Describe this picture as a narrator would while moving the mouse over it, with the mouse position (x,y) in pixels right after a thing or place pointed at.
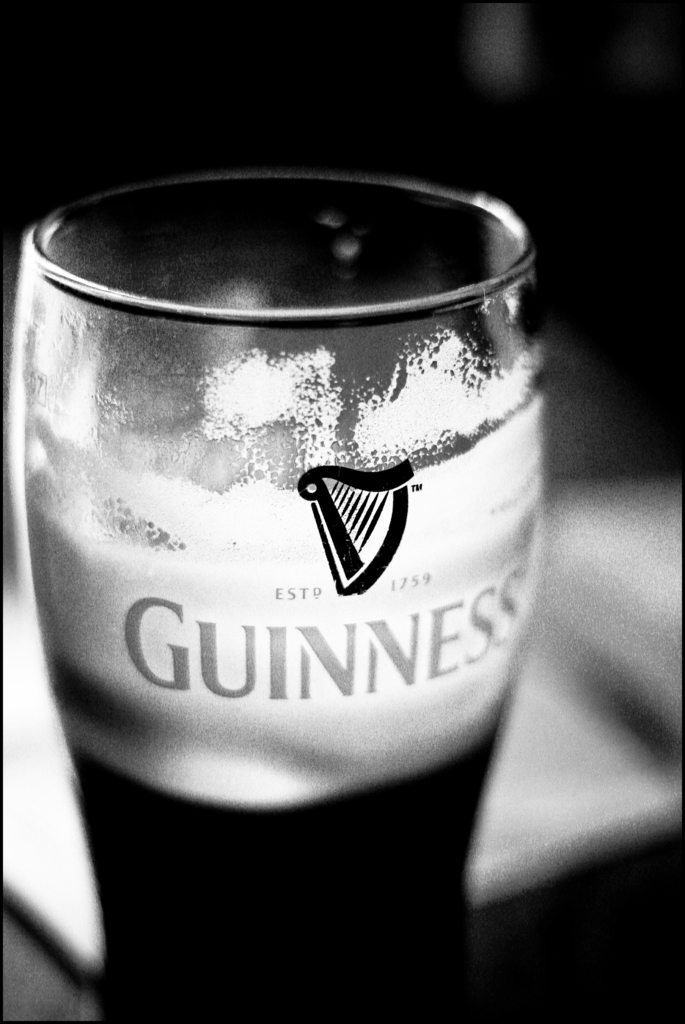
This picture is in black and white. In this picture, we see a glass (324,493) containing liquid (282,927) is placed on the table (559,921). We see some text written on the glass (345,879). Beside that, we see a white color tray (542,753) like. In the background (373,167), it is black in color and it is blurred.
